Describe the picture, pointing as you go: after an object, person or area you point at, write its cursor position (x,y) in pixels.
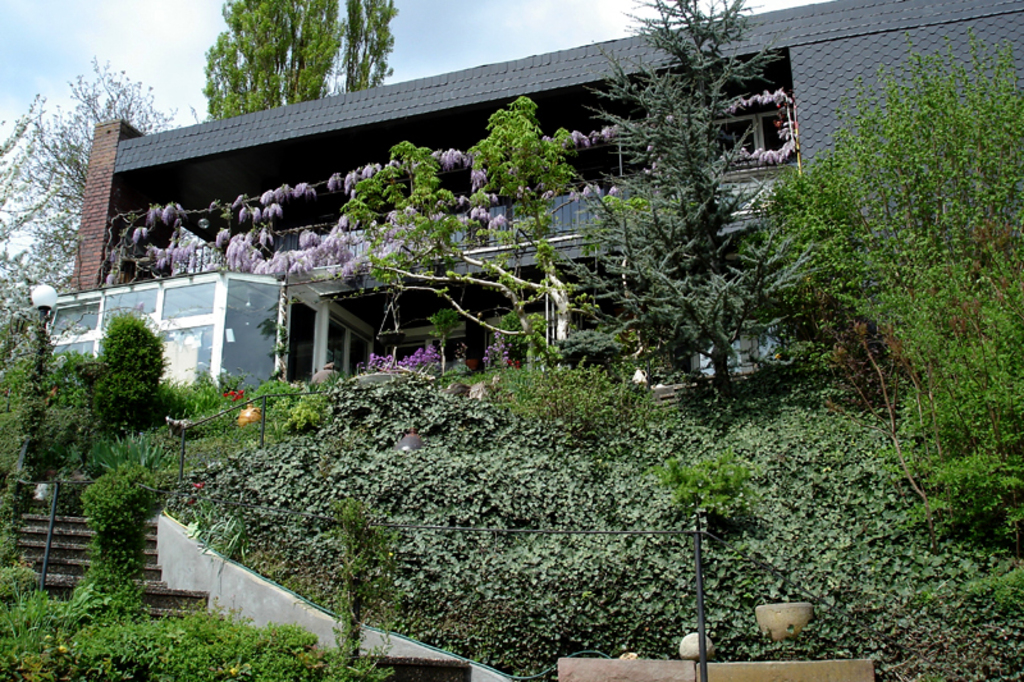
This picture shows a building (654,52) and we see trees (426,194) and a blue cloudy sky (55,21) and we see stairs (155,565) and a pole light (41,315).
